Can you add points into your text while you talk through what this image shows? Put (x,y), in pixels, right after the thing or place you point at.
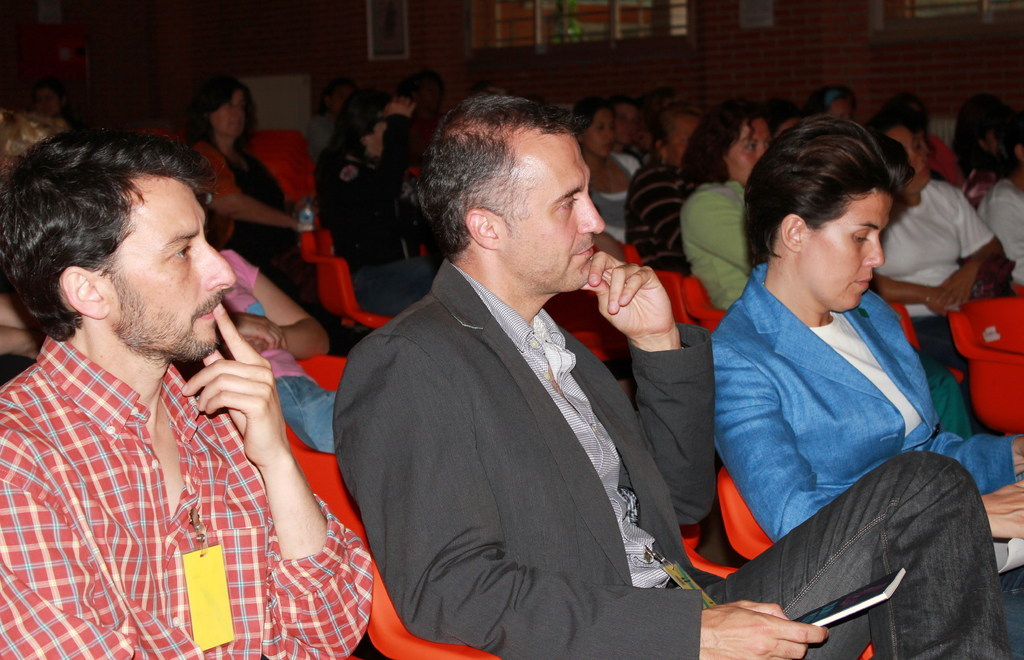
This is an inside view. Here I can see many people (398,250) are sitting on the chairs (299,456) facing towards the right side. In the background (415,33) there is a wall (300,39) along with the windows (541,27).
